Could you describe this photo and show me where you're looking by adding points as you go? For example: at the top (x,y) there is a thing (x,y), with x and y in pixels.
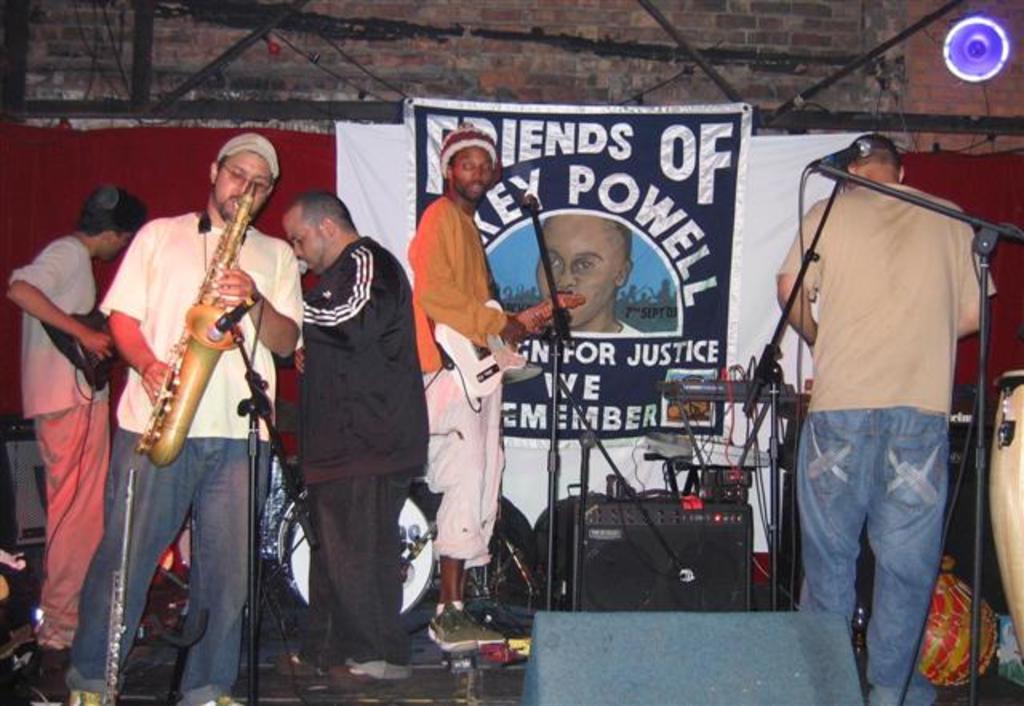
In this picture we can see a group of people (178,269) playing instruments (248,215) and here the person (275,257) playing saxophone (189,401) and the person (315,299) beat boxing on mic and this person (466,203) holding guitar (550,320) in his hand (548,322) and in background (621,191) we can see a banner (717,196), light (986,62), musical instruments (745,395), speakers (678,514).
